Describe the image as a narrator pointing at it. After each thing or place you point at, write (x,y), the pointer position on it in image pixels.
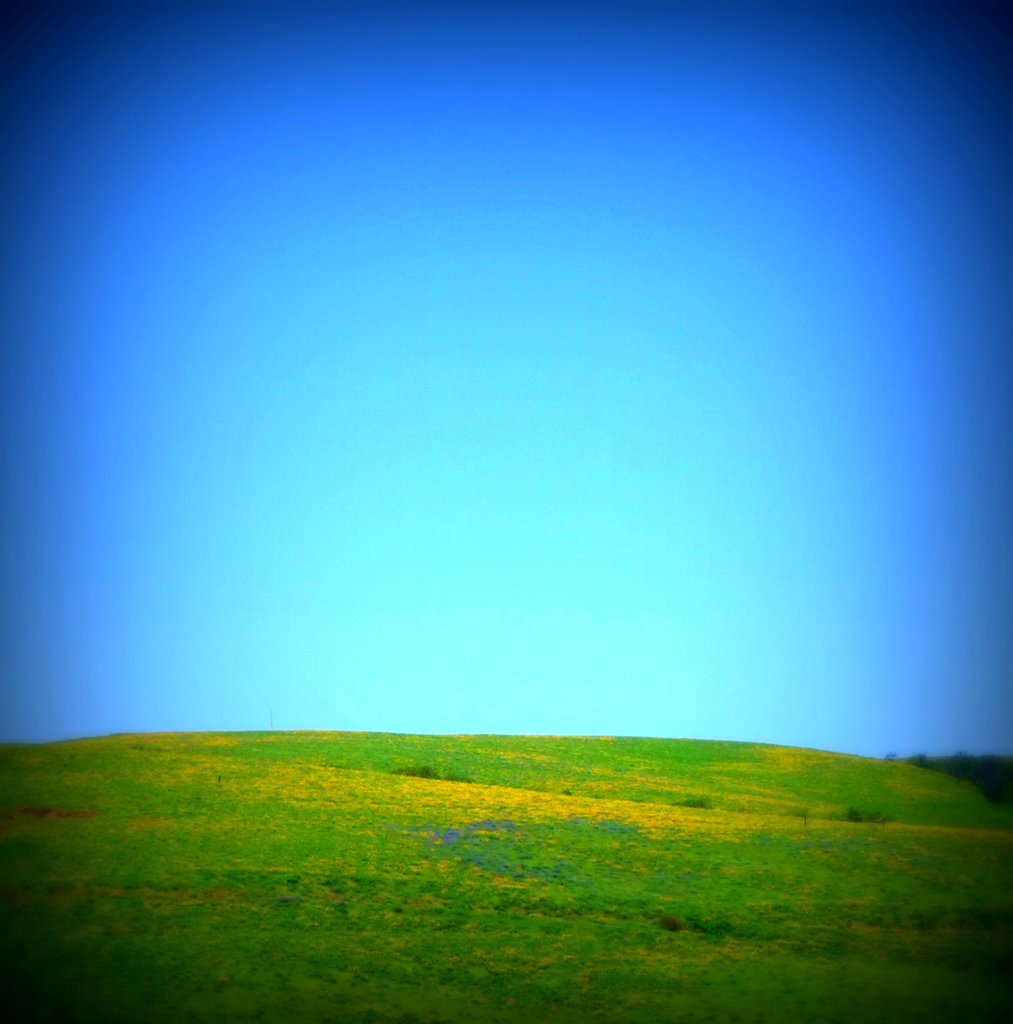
In this image downside it is grass (552,897), at the top (541,241) it's a beautiful blue color sky (507,435).
